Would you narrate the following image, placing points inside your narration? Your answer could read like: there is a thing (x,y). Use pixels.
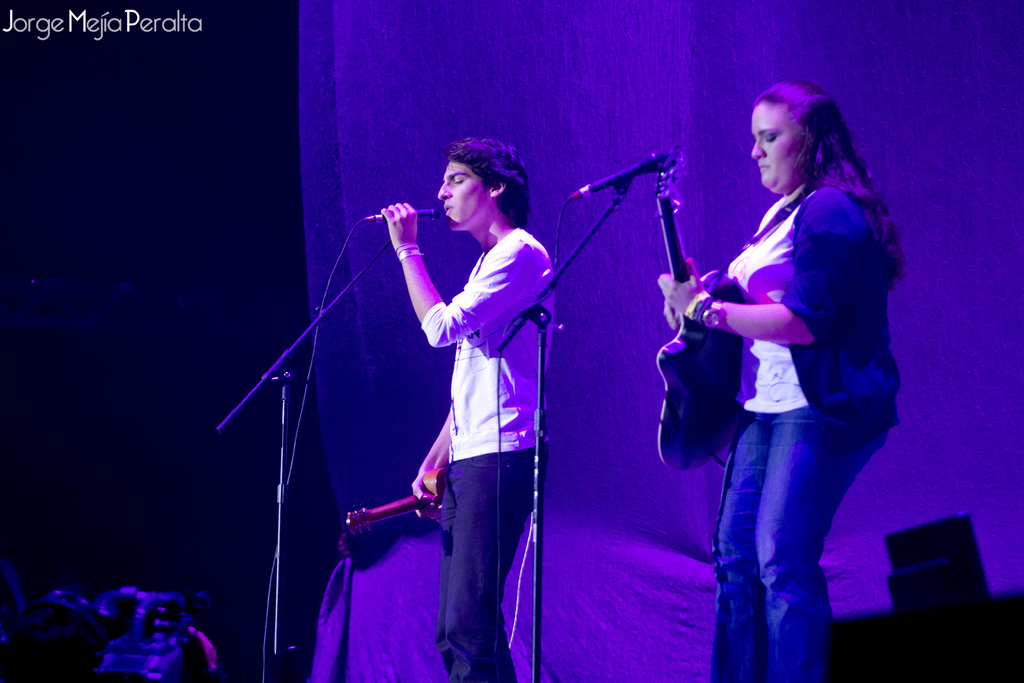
This picture is clicked at a show. There are two people (800,395) standing in the image. The woman (824,371) at the right corner (807,290) is playing guitar (695,351). In front of her there is a microphone (637,169) and its stand (549,322). The man (537,289) beside her is holding a guitar (403,507) in his right hand (421,495) and microphone (422,212) in his left hand (409,209). He is singing. Behind them there is cloth (670,77). The background (147,386) is dark. At the above left corner of the image (92,21) there is some text (88,18).
